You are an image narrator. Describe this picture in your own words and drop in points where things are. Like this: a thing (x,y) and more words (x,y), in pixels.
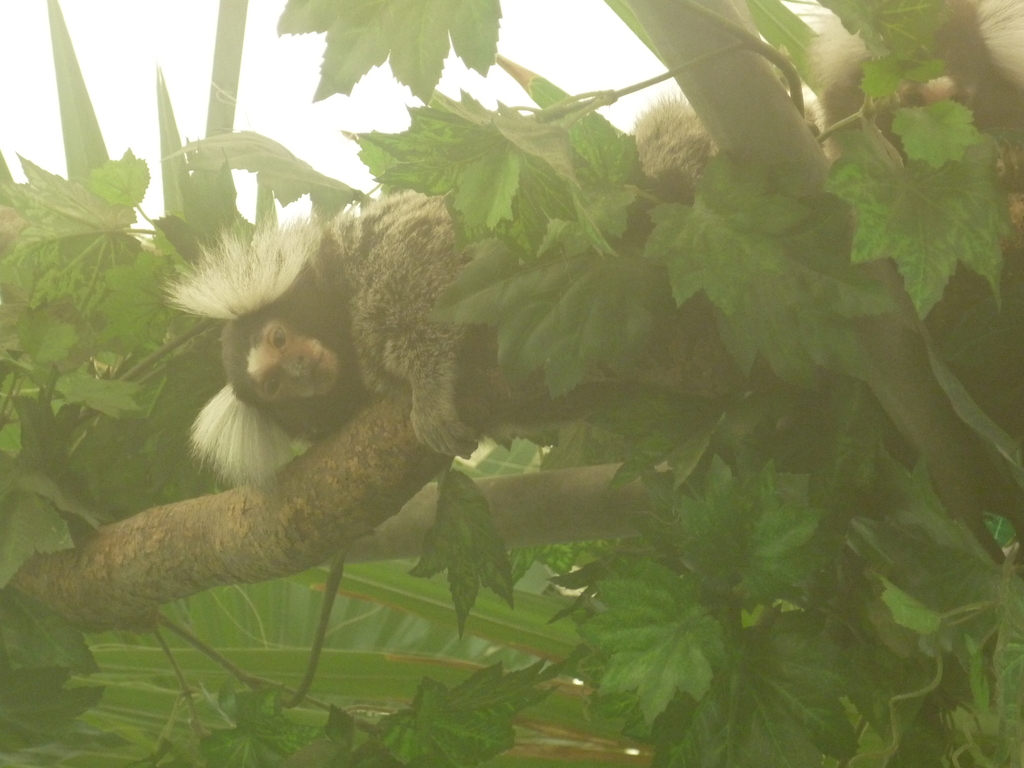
In this image there is an animal (432,259) on the tree (725,557). In the background (495,88) there is the sky (564,55).
